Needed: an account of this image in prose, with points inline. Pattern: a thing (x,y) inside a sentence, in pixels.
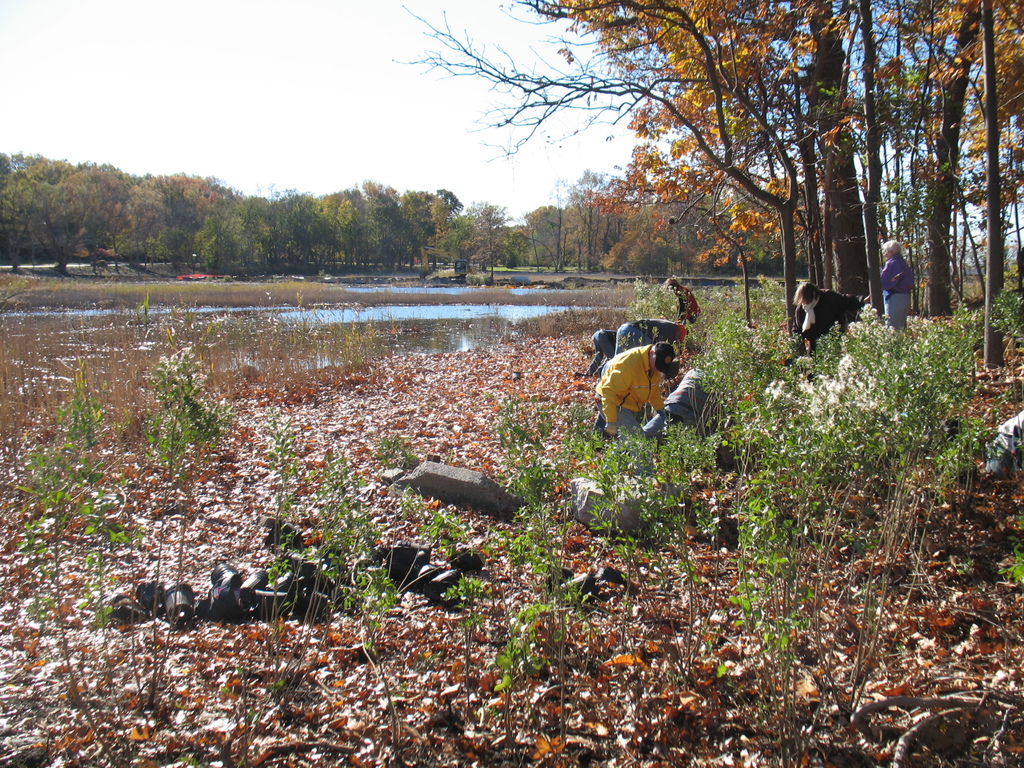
In this picture we can see stones (487,496), plants (524,549), many dry leaves (451,619), some people (807,351), water (505,307) and other objects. We can see trees (9,215) and the sky (361,159).
